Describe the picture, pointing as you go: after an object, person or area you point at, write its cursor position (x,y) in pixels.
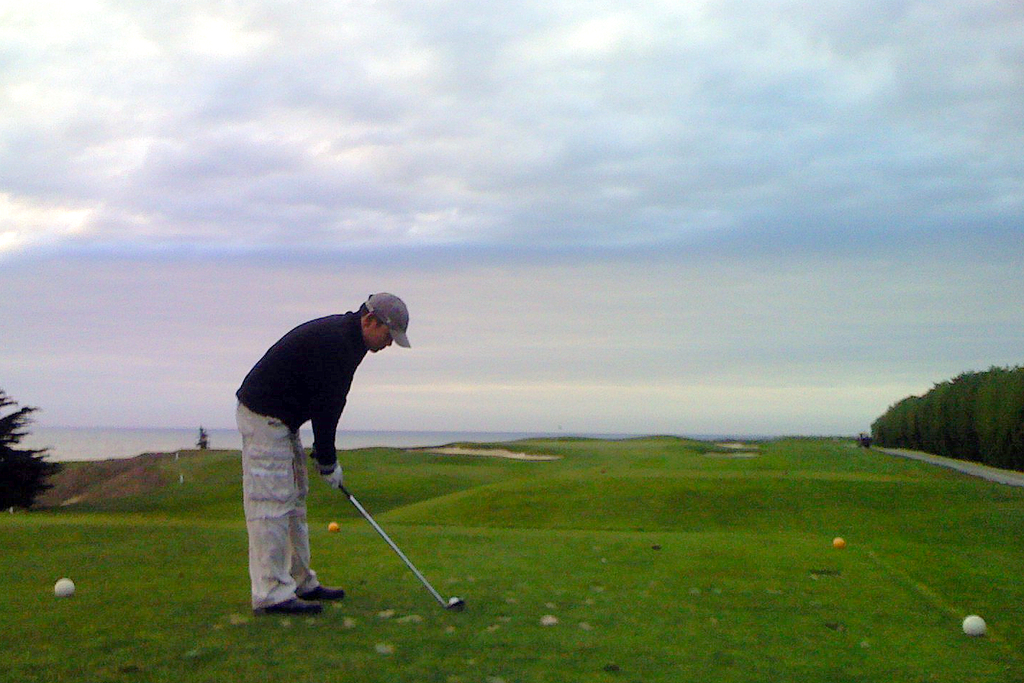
The man (312,374) in black top (307,374) is holding golf club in his hand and he is playing golf. At the bottom of the picture (549,573), we see grass (809,574) and balls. On either side of the picture, there are trees (946,427). At the top of the picture (396,99), we see the sky (560,173).
